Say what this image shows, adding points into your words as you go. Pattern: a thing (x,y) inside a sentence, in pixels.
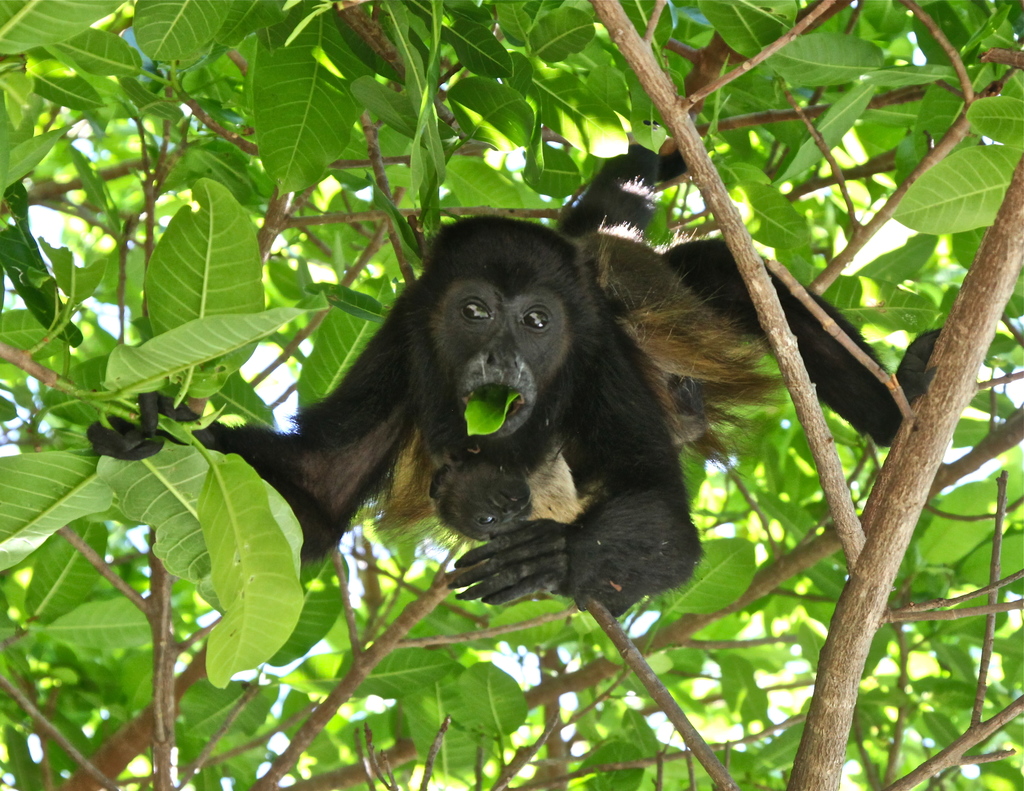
In this image, we can see a monkey (503,380) on the tree stems (820,546) and eating leaf (502,420). Here we can see leaves (744,91) and stems (889,531).
